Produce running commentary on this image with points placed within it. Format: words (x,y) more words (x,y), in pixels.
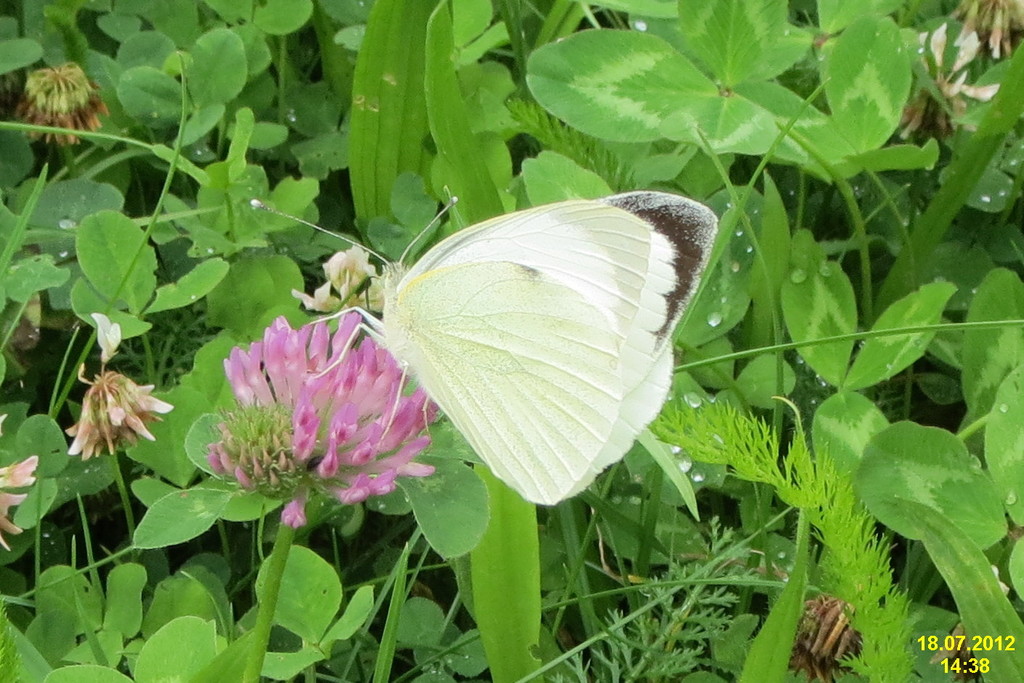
In this image we can see a butterfly (434,366) standing on a flower (278,390) on a stem (285,548) of a plant (274,575). In the background (725,610) we can see group of plants (95,416).
